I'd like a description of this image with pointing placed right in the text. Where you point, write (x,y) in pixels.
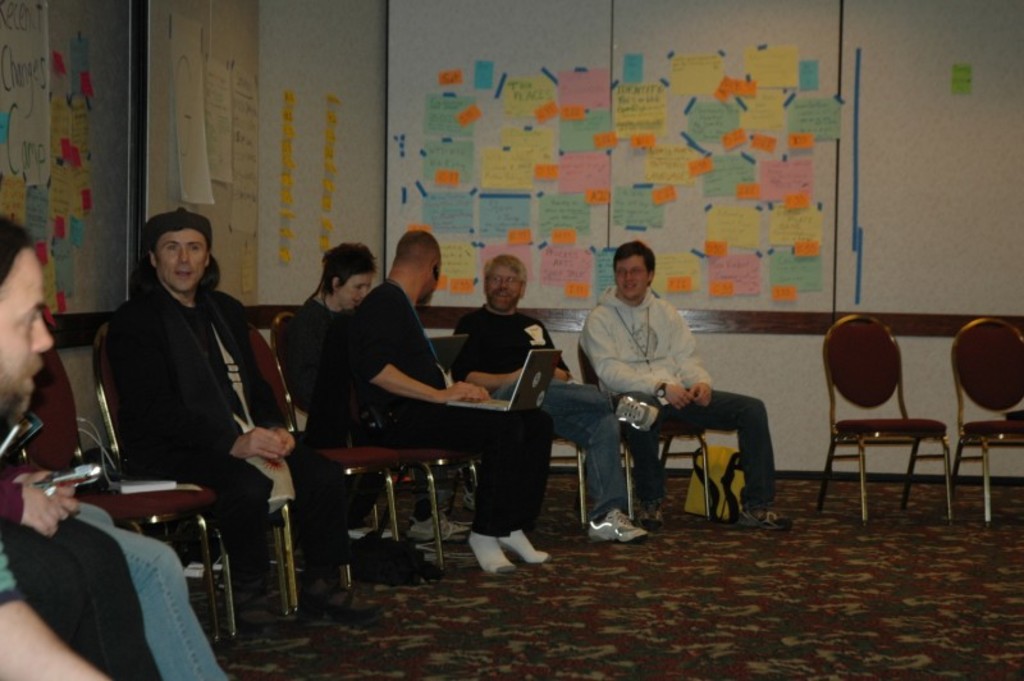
In this picture i can see there are few people (272,452) sitting in the chairs (287,412) and one of them is operating a laptop (499,410) and in the backdrop (239,158) there is a wall (356,119) with some papers (527,138) pasted on it.
